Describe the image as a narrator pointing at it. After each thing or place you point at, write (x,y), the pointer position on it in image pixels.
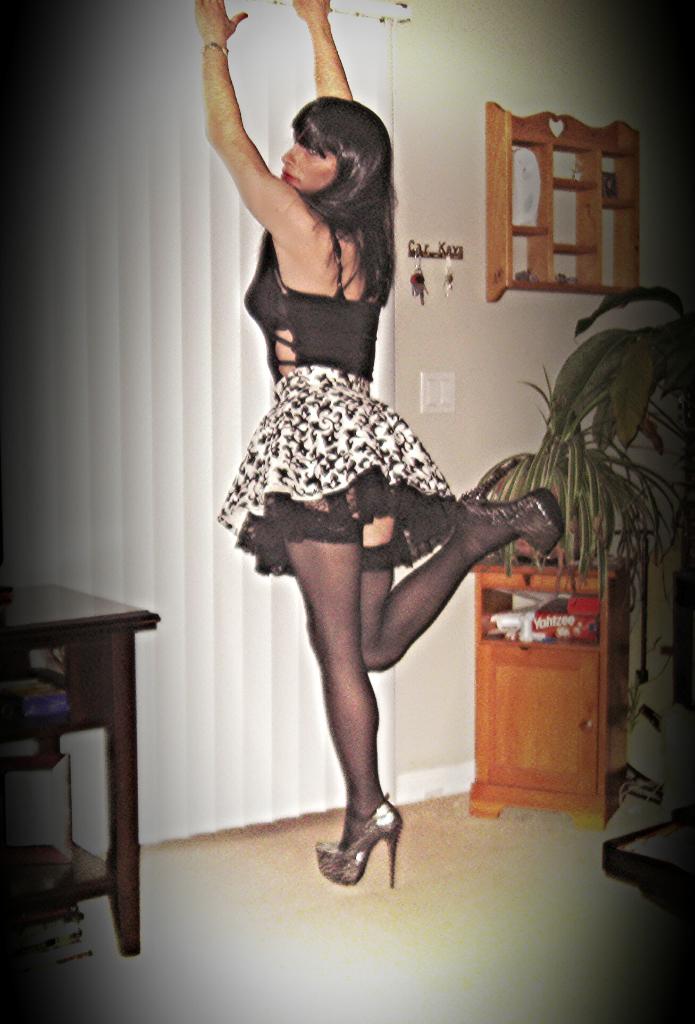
She is standing and she is holding a curtain (161,229). There is a table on the left side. There is a another table (539,643), plant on the right side (494,601). We can see in the background (527,390) wall (527,390), socket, key hanger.
